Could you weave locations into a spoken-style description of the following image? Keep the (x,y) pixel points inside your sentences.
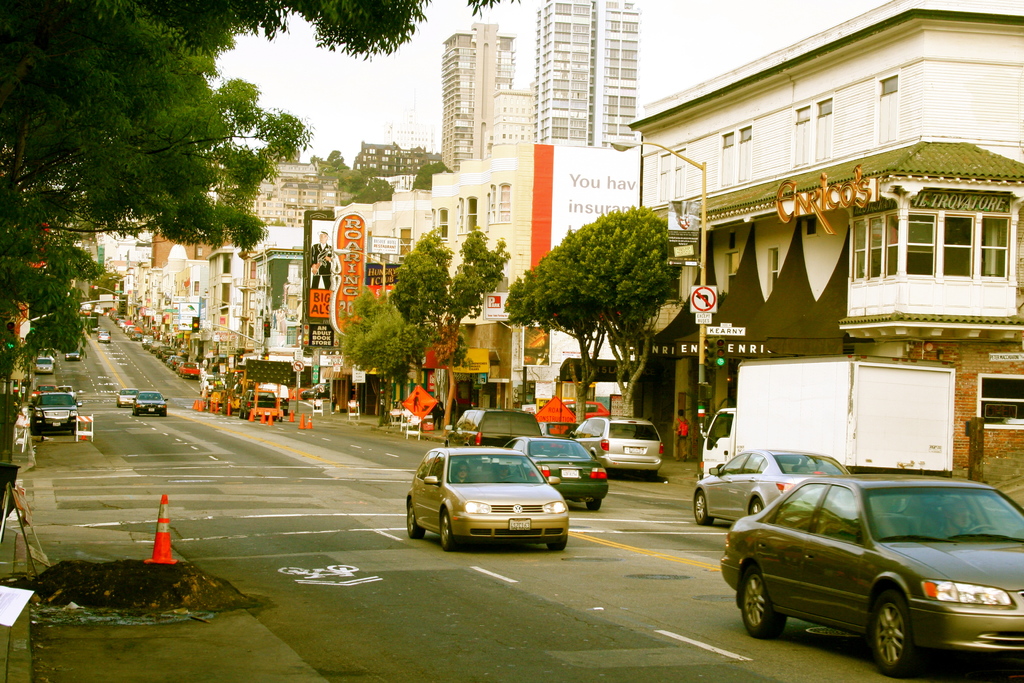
In this picture we can see cars (881,535) on the road (490,575), traffic cones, buildings (489,172) with windows (953,245), trees (374,308) and in the background (394,104) we can see the sky (432,101).
